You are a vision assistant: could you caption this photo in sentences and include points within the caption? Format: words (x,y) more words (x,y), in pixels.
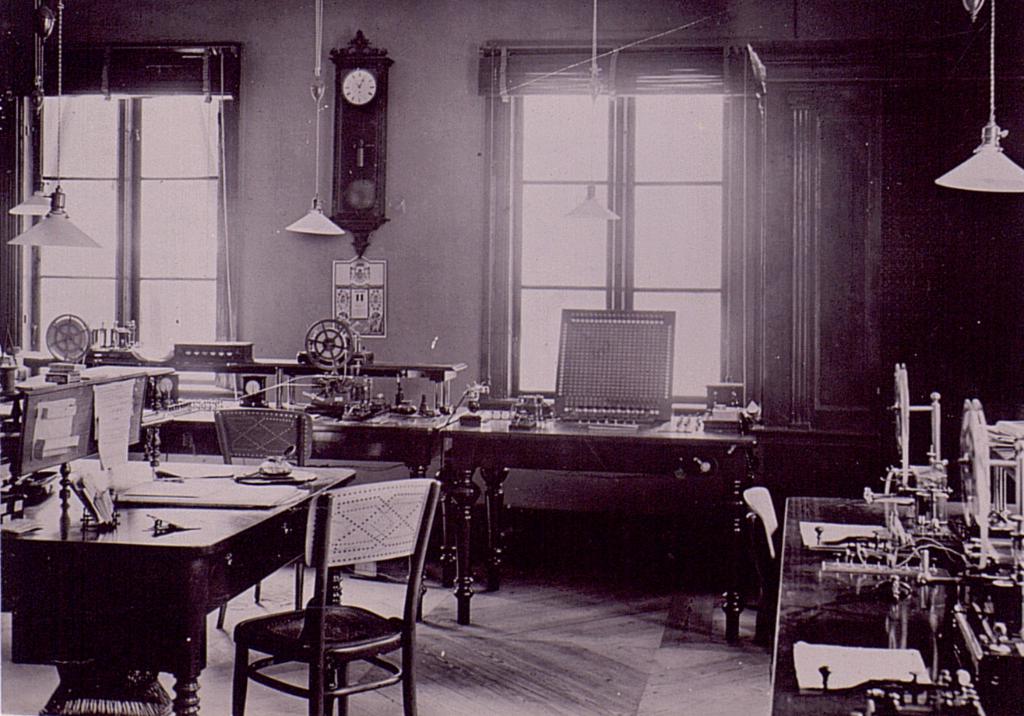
In the image there is a wall (283,202), clock (381,186), windows (539,236), hanging lamps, tables (644,436), chairs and a few other objects (645,406).
